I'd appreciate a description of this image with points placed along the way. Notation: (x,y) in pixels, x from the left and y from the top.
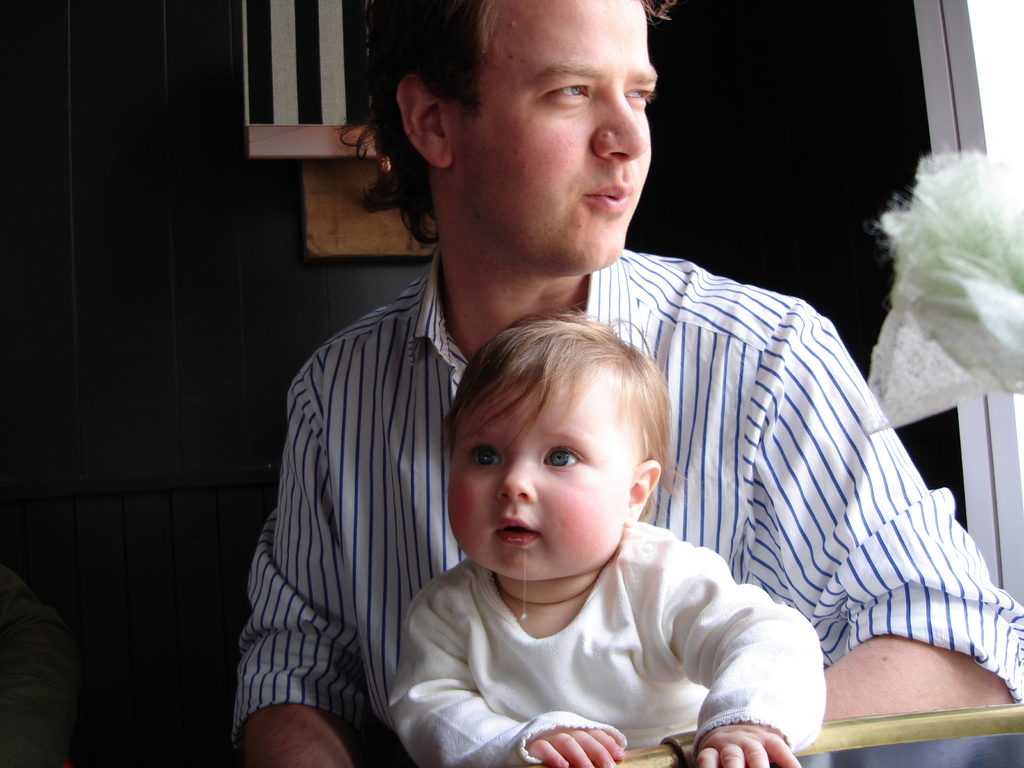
In this picture we can see a man (886,560) wearing white shirt (686,413), sitting in the front (518,526) and holding the small boy (571,658). Behind there is a dark background (219,5).
